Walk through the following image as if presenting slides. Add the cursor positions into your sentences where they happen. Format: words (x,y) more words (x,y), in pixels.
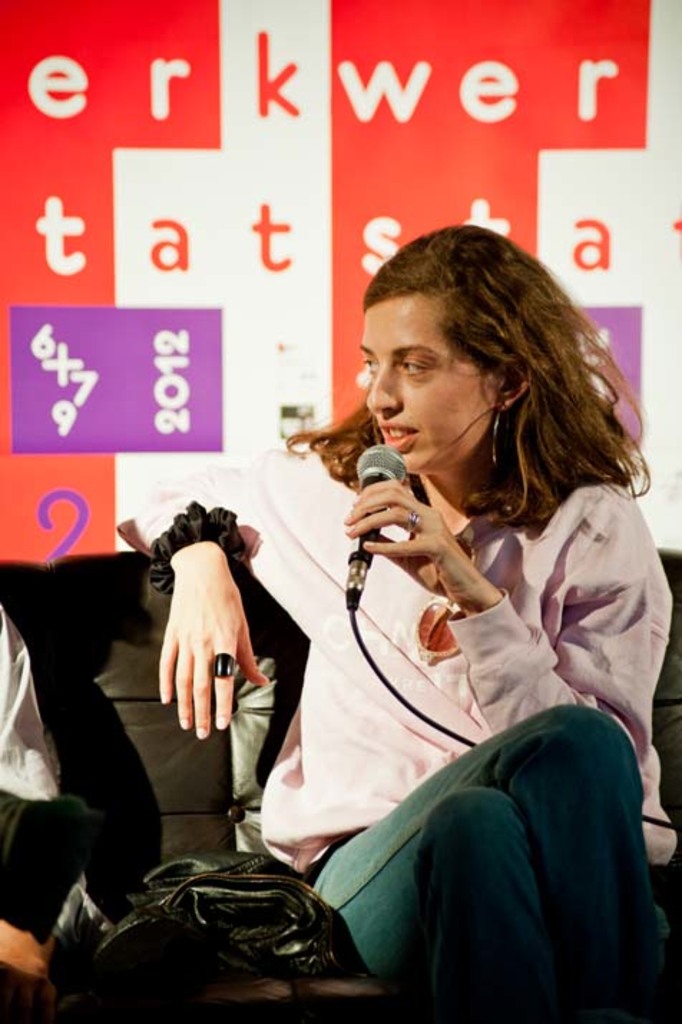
In this image we can see few people (535,595). A person (502,592) is sitting on the chair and holding a microphone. There is some text (168,358) on the board (336,180) in the image.
